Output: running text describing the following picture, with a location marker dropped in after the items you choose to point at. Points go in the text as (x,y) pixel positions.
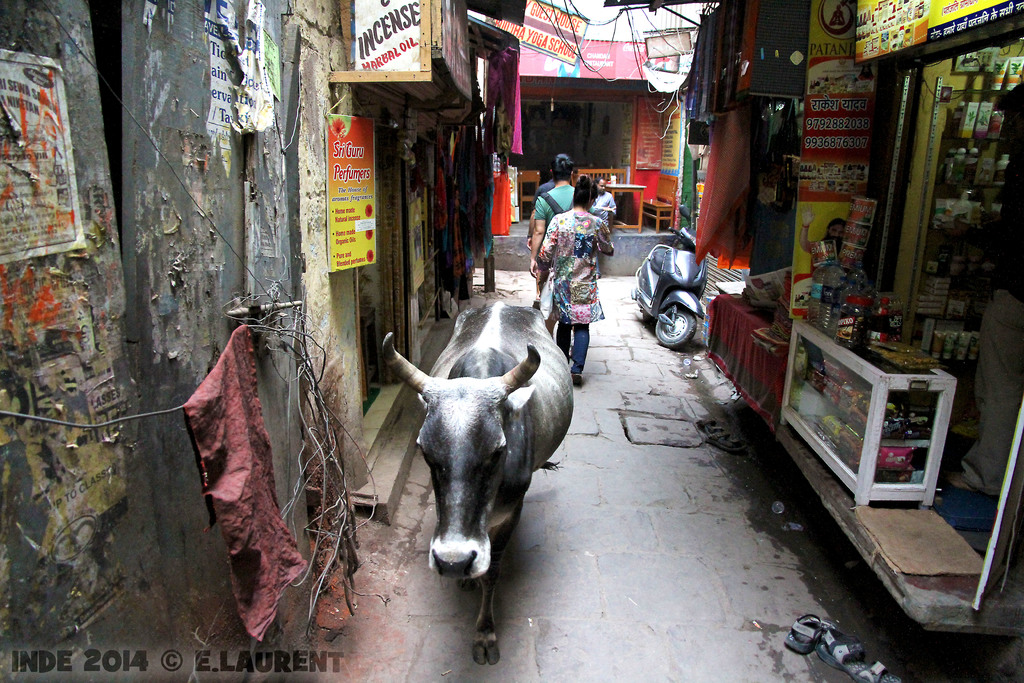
In this picture we can see an animal (433,457) on the path (401,533) and on the right side of the animal (474,383) there is a shop (896,327) and in the shop (968,389) there is a person (976,440) standing and some objects (839,310). On the left side of the animal (464,337) there are boards (374,70) and behind the animal (504,313) there are some people (549,253) walking and a scooter (648,277) is parked on the path (630,320). Behind the people (560,227) there are benches (659,220), tables (620,191) and boards (565,20). On the image there is a watermark (292,664) and on the path (701,623) there is a pair of slippers (815,637).
